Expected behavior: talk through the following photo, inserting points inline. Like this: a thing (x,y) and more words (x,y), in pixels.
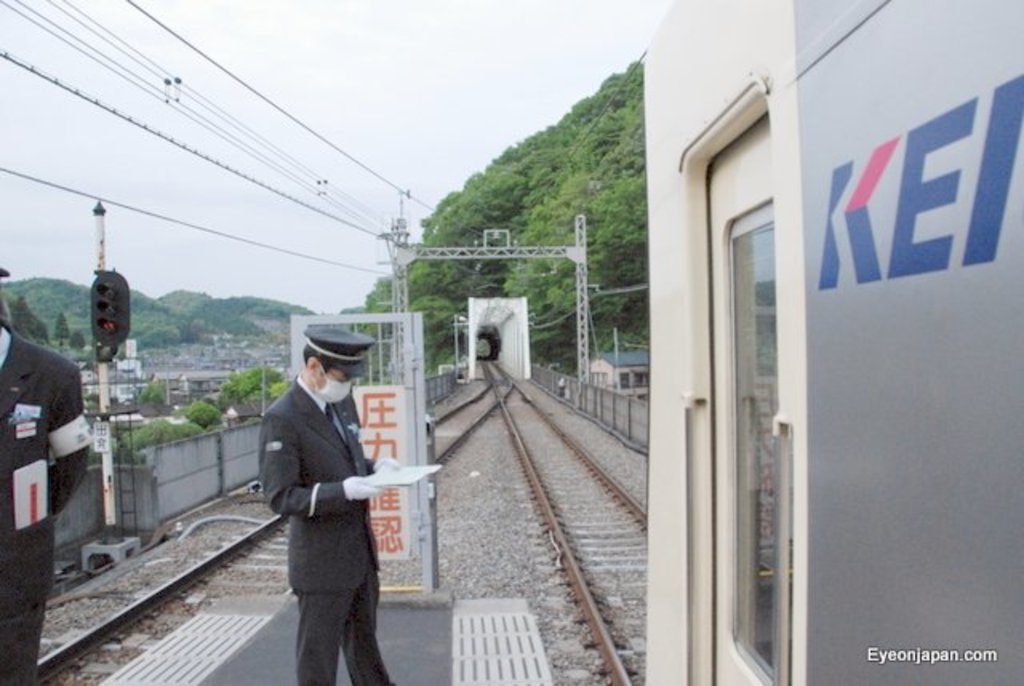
In this image there are some train tracks (583,510) and train (776,553) on it, beside that there are two people (370,530) standing also there are mountains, buildings (190,359) and some poles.
